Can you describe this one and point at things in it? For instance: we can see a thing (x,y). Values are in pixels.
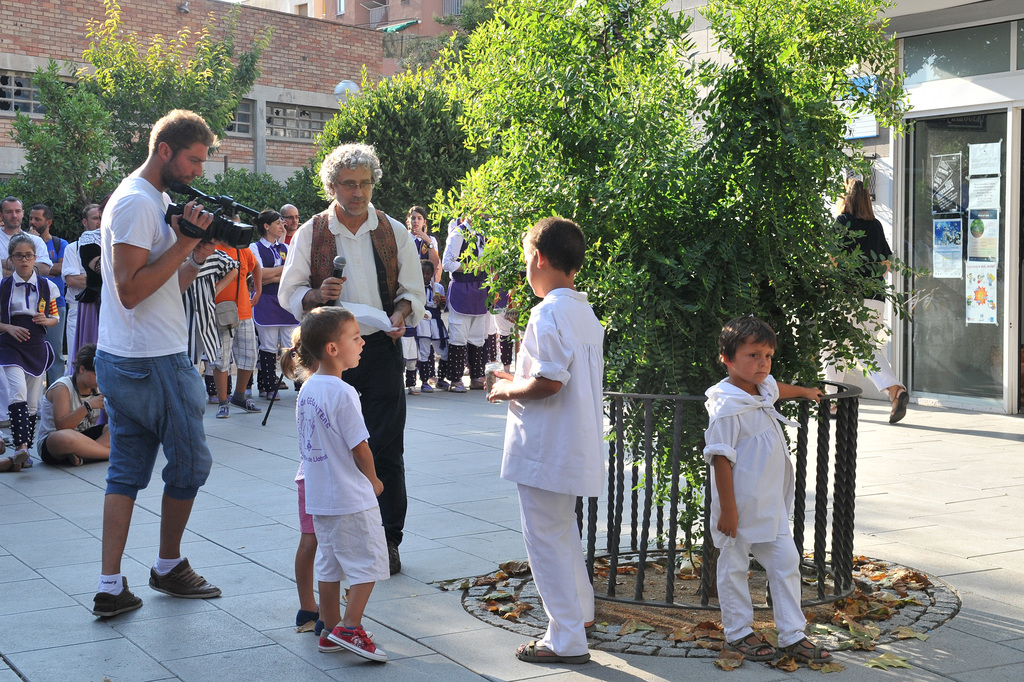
In this image we can see three children (322,526) are standing. They are wearing white color dress (327,487) and two men (395,518) are standing. One man (329,292) is wearing white color shirt (362,264) with black pant (392,373) and holding paper (387,322) and mic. The other man (141,238) is wearing white color t-shirt (144,324) with shorts (163,387) and holding camera (229,237) in his hand (191,245). Behind them buildings (377,70), trees (221,92) and people (89,275) are present.
